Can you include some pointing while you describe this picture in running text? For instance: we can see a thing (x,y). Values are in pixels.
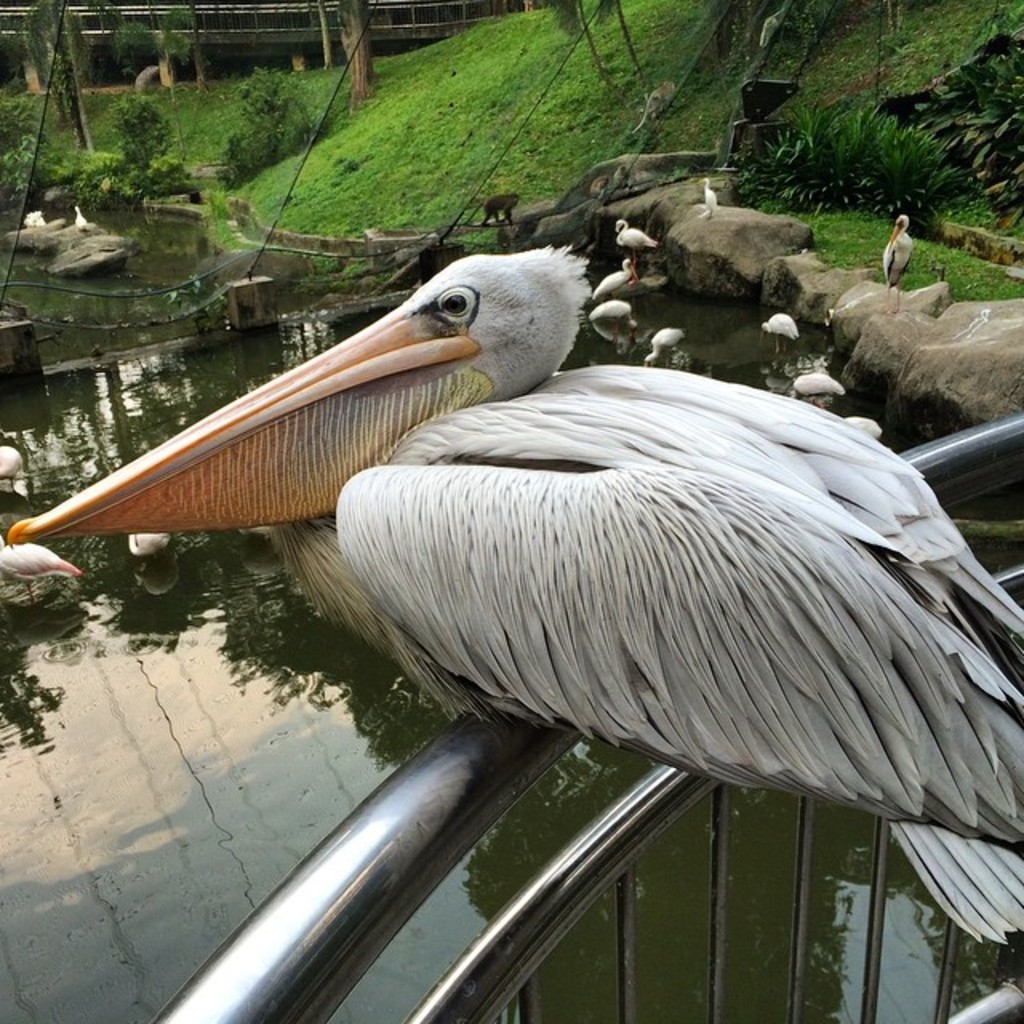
In this picture we can see a bird (626,403) on a railing (617,928) and in front of this bird (473,294) we can see stones (710,261), water (60,282), birds (828,382), animals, grass (280,167), plants (970,167) and some objects (751,98).
